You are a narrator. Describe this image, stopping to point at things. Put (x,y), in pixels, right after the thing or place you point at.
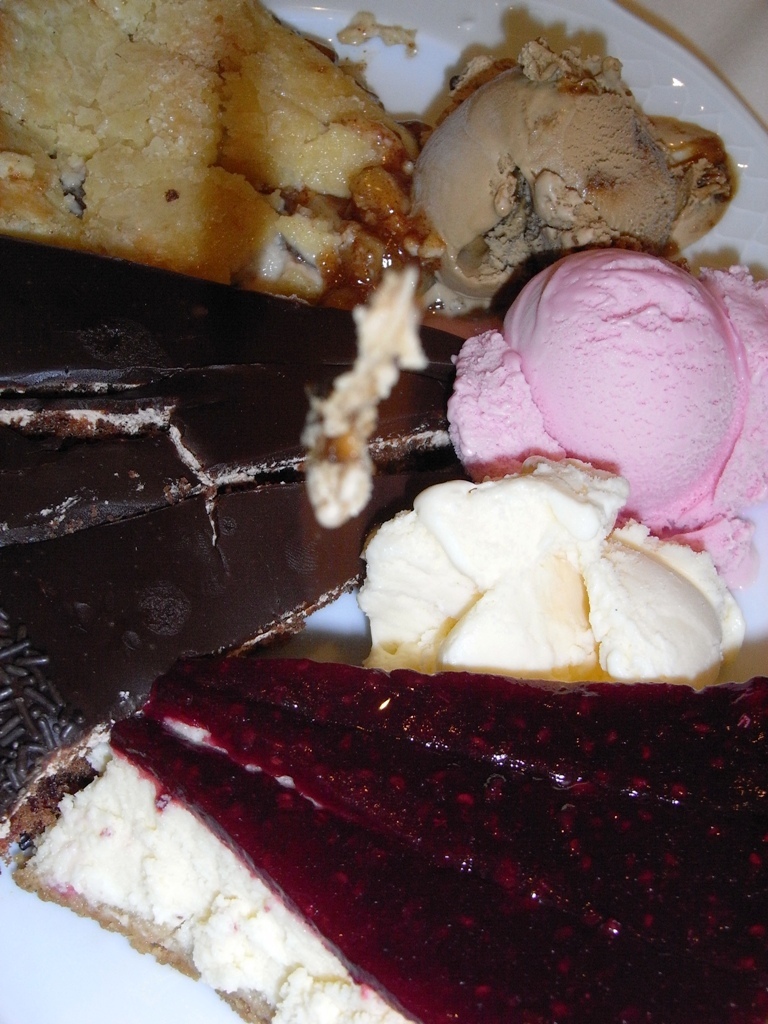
In the center of the image (439,413) there are food items (262,732) in a plate (86,971).
